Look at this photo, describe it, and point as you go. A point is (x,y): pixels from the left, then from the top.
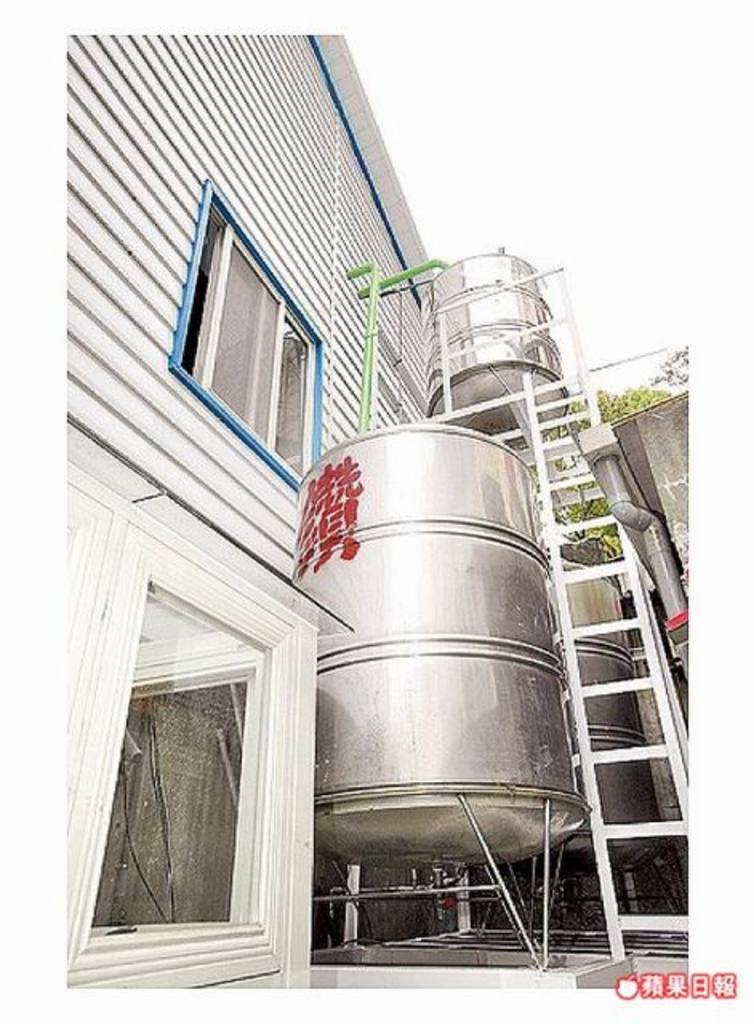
In this picture I can see water barrels (480,385) near to the metal wall (89,246) and window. On the left (87,243) there is a building (93,336). On the right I can see the ladder (641,749), beside that I can see the pipe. In the background (620,398) I can see the trees (627,392). In the top right (518,135) there is a sky (530,150). In the bottom right corner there is a watermark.
